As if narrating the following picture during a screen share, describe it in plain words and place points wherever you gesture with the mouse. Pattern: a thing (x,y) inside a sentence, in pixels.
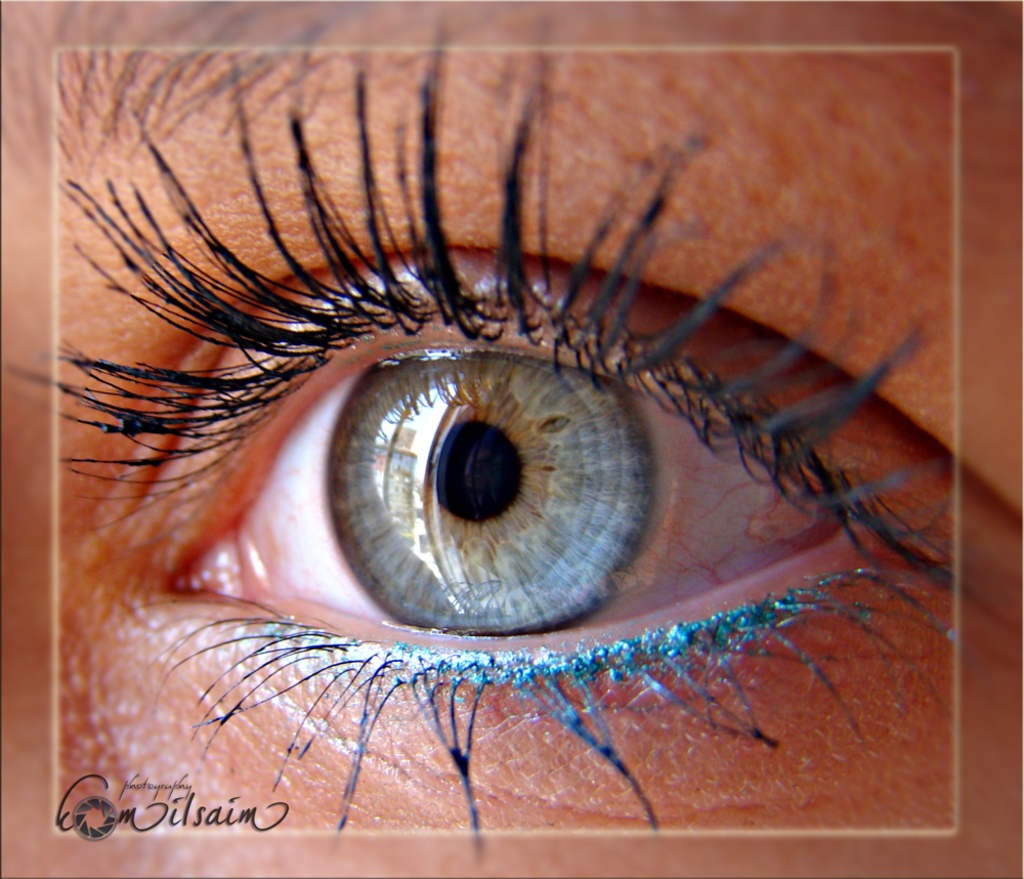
In this picture we can see a human eye (766,580) with black eyelashes (234,332), grey blue colored iris (408,572).
